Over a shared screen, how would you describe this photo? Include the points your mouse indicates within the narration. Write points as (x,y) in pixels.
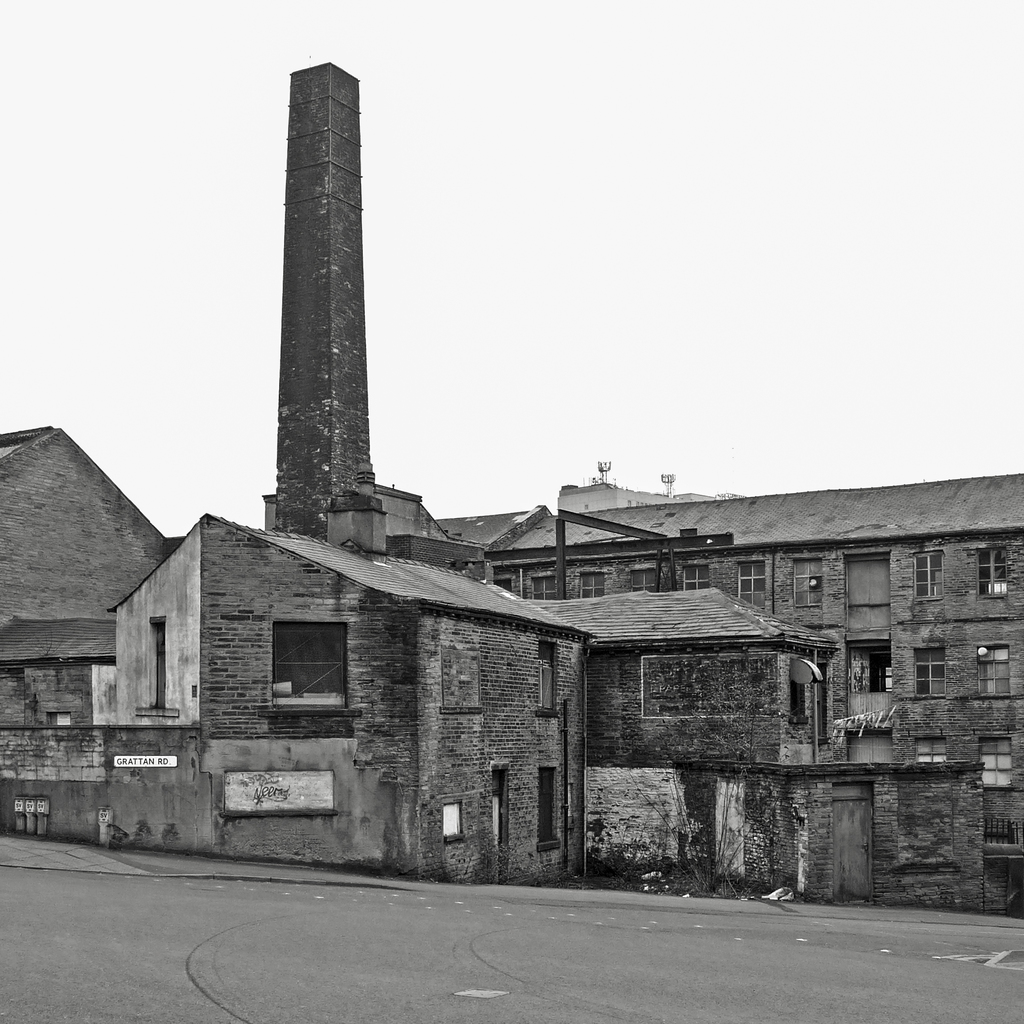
In this image we can see buildings (44,598), road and sky (635,151).
